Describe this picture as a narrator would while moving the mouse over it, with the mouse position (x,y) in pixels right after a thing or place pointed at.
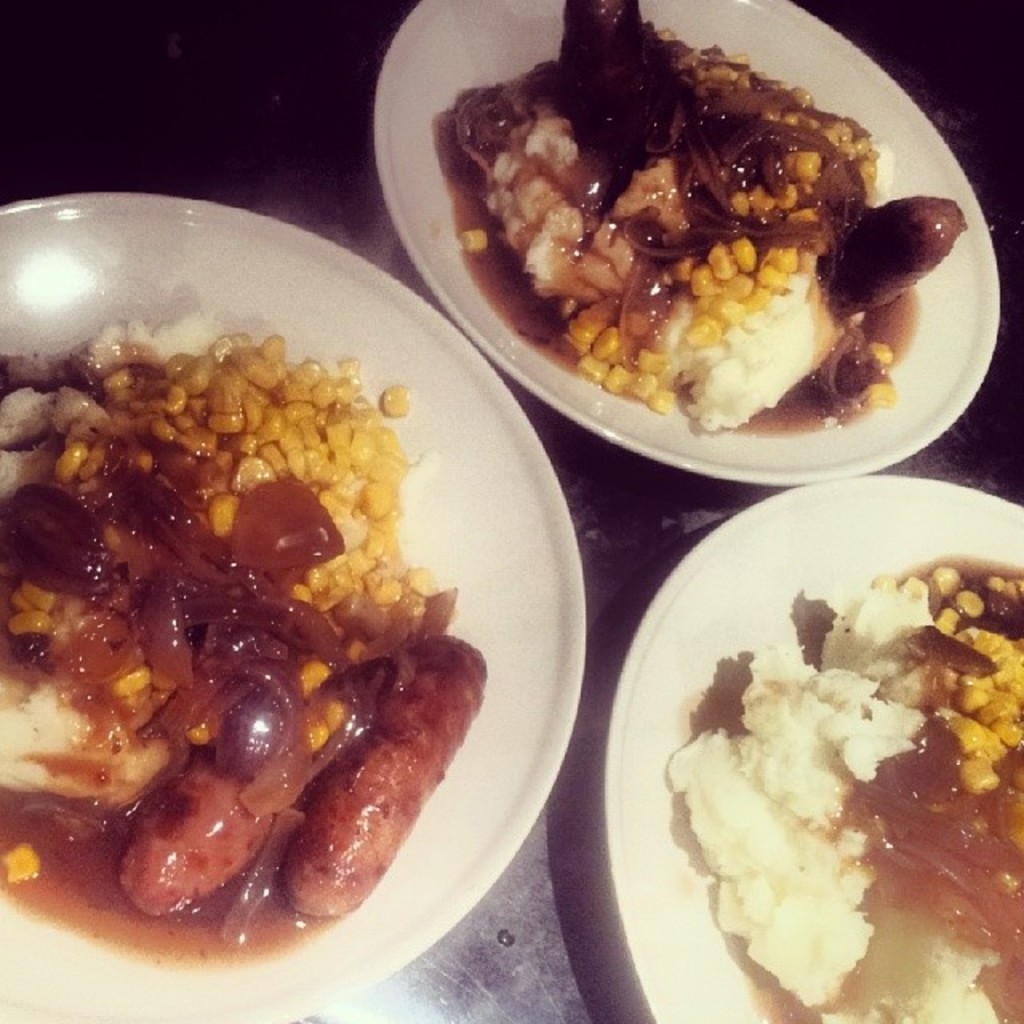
In this image we can see three plates (525,472) containing food (336,425) in it which are placed on the table (571,497).
